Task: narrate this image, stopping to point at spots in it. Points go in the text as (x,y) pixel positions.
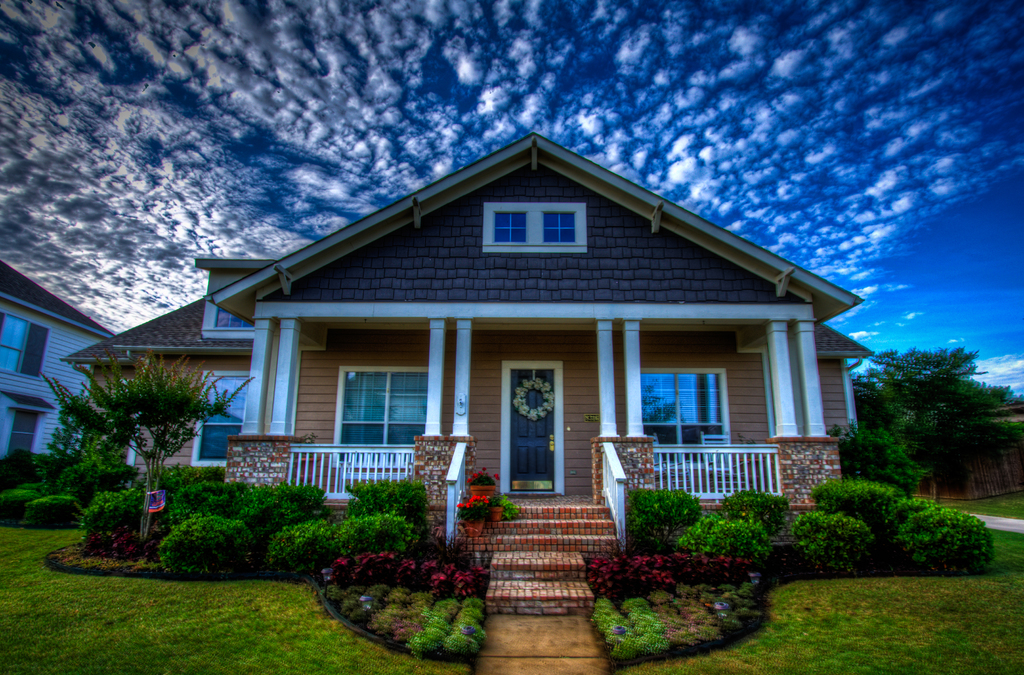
In this image we can see buildings (363,401) with windows (655,414). In the foreground (825,336) we can see the pillars (418,442), roof (840,342) and staircase (565,538), railings (452,481), group of plants (418,593). In the background (944,390), we can see a group of trees (890,428) and the sky (421,138).
